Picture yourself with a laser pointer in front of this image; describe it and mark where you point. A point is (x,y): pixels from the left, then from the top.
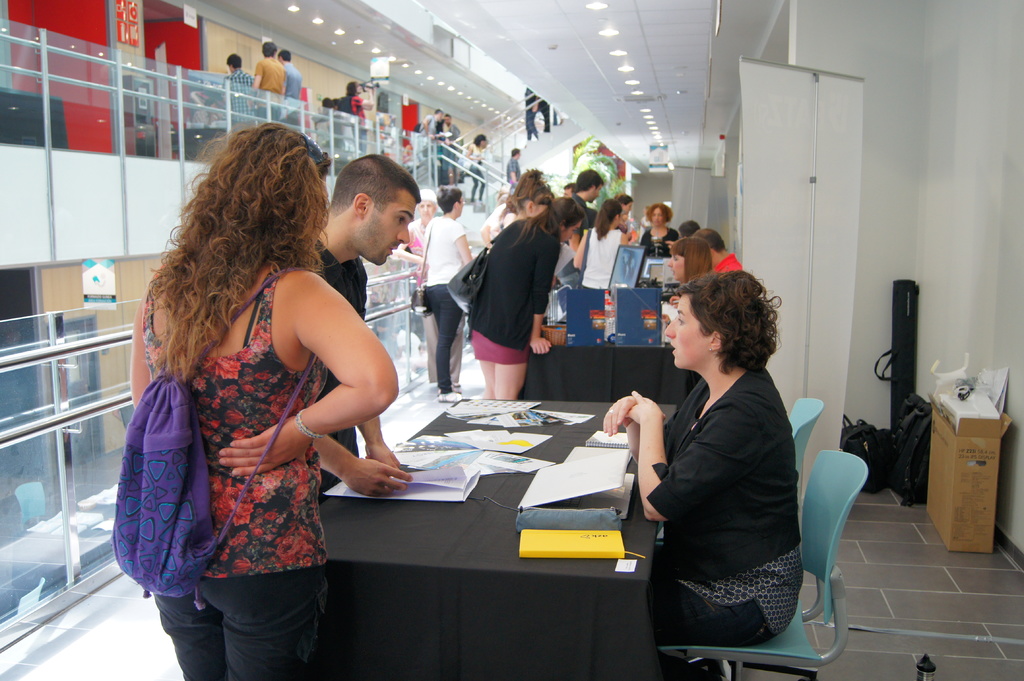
In this image there are group of people (485,345) standing near the table (494,482) and in table (486,511) there are papers (450,464), box (582,544), there is a woman (762,463) sitting in chair (828,453), and in back ground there are group of persons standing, lights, case (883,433), cardboard box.
